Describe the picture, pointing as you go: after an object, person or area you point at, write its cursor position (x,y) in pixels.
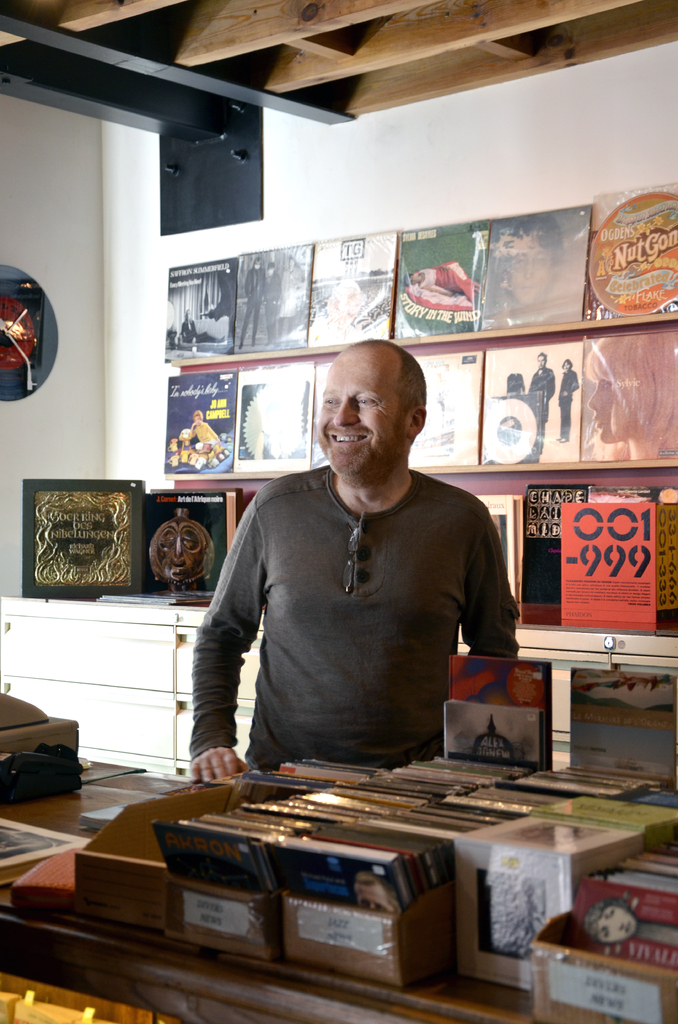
In this image the man (386,592) is standing and laughing in front of him there are the cartons (417,917) and there are the things (361,818) kept in this boxes (410,931) in the background (459,238) there are some posters (370,291) kept on the shelves (514,469) and there is a wall (393,170). On the left side (53,356) there is a frame (26,339) hanged on the wall (41,276).
